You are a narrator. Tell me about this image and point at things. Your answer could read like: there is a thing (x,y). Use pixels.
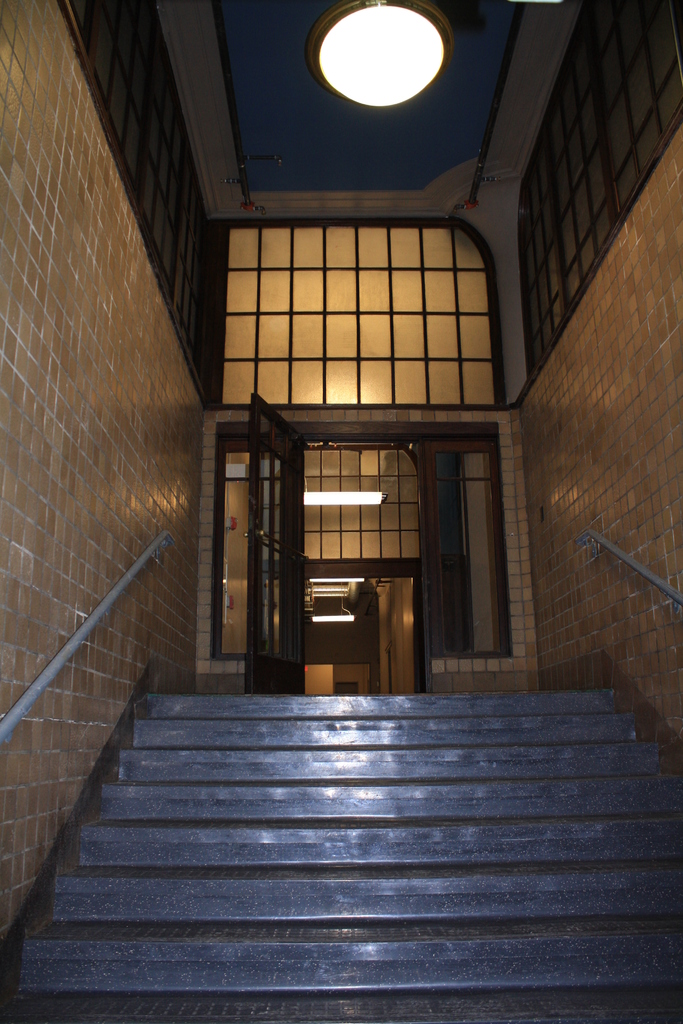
This picture shows a building (177,381) and we see stairs (637,896) and light (387,84) on the roof (421,141) and we see a door (280,463).
